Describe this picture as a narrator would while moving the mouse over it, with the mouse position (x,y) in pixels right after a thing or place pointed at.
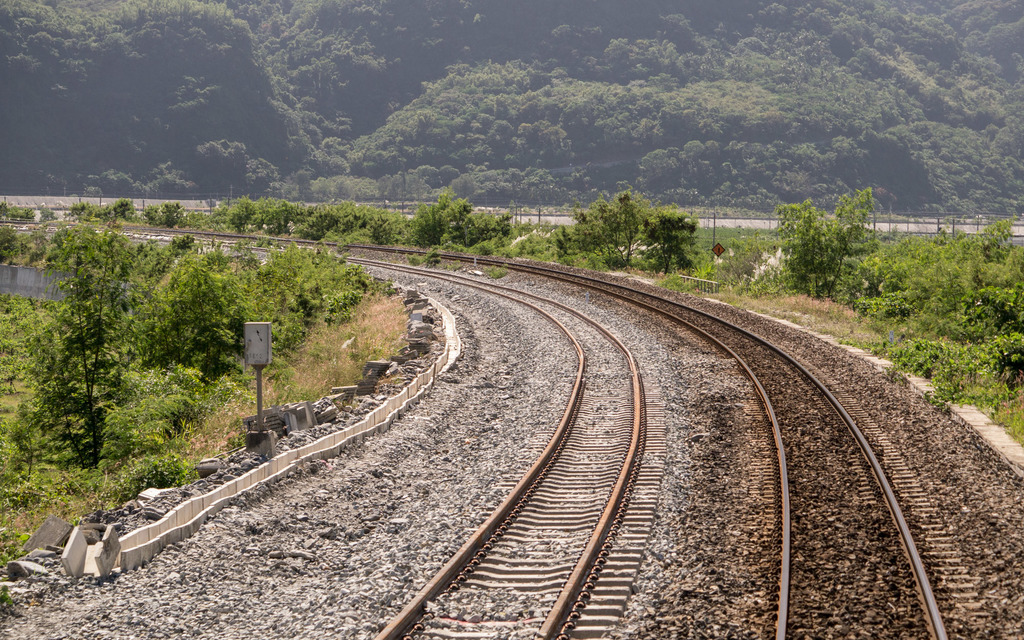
In the picture we can see a two railway tracks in the middle of the tracks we can see, full of stones (186,608) and besides the tracks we can see grass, plants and in the background (48,168) we can see hills (264,167) which are covered with trees (383,158).
